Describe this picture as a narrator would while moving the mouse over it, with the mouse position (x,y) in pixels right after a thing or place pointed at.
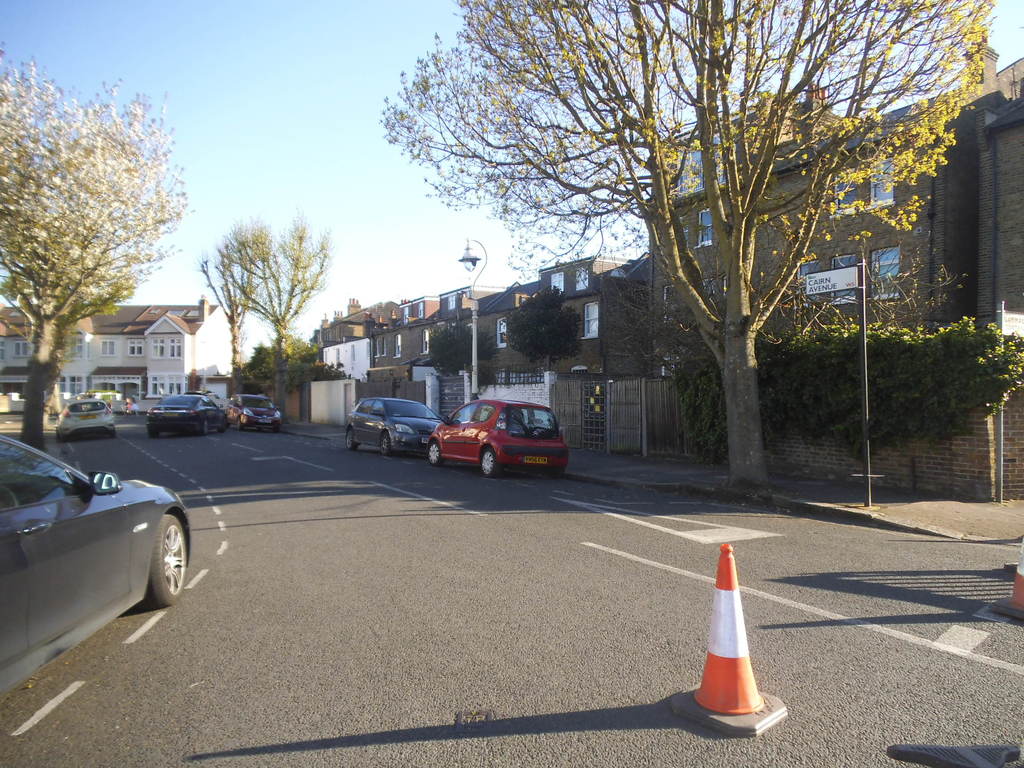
In this picture we can see few vehicles (141,525) and road divider blocks (709,667) on the road (568,619), beside the road (408,572) we can see few trees (46,258), buildings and poles (869,411).
